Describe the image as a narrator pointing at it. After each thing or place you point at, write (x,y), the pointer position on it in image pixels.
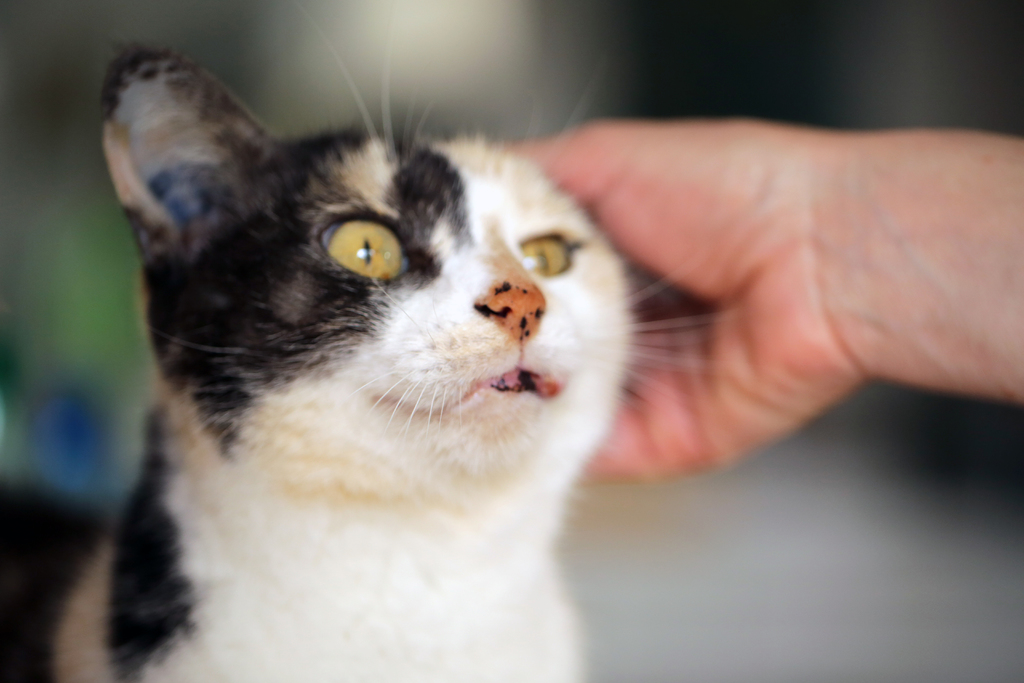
In this image, we can see a person hand (742,278). There is a cat (294,336) in the middle of the image (422,291). In the background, image is blurred.
